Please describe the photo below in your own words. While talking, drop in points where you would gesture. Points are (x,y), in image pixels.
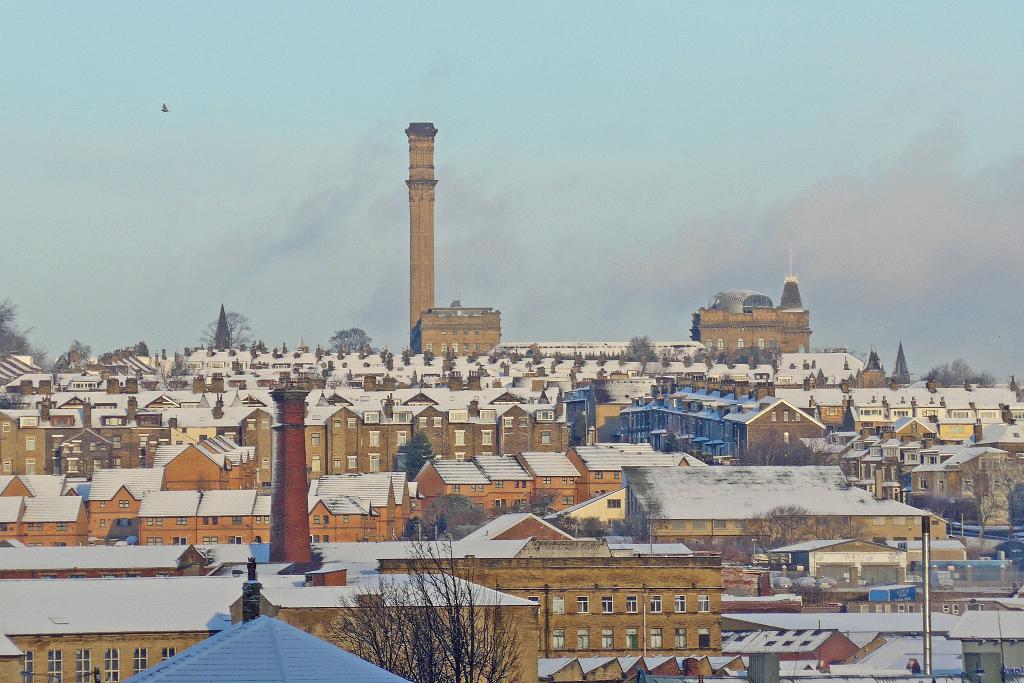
In this image I can see many buildings (326,532) which are in white and brown color. I can see the trees (403,615) and sky (543,172) in the back (670,196).
